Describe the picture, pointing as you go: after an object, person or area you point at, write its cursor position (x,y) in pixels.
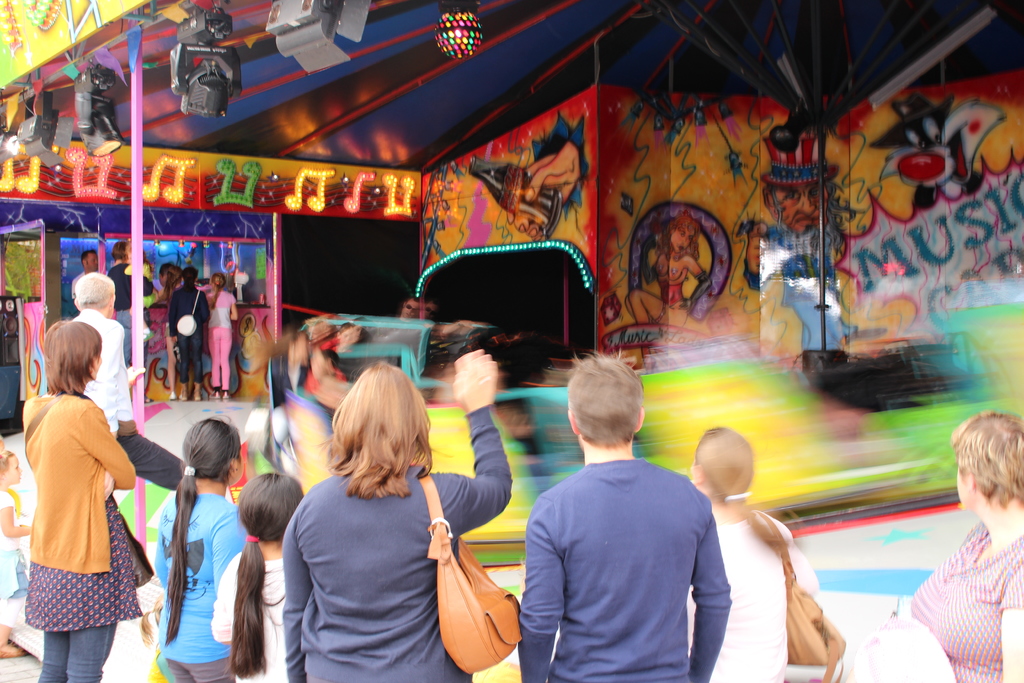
In this image I can see group of people (610,389) standing. In the background (103,269) I can see few stalls (243,350), few lights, stage lights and I can see the wall (788,185) in multi color.
